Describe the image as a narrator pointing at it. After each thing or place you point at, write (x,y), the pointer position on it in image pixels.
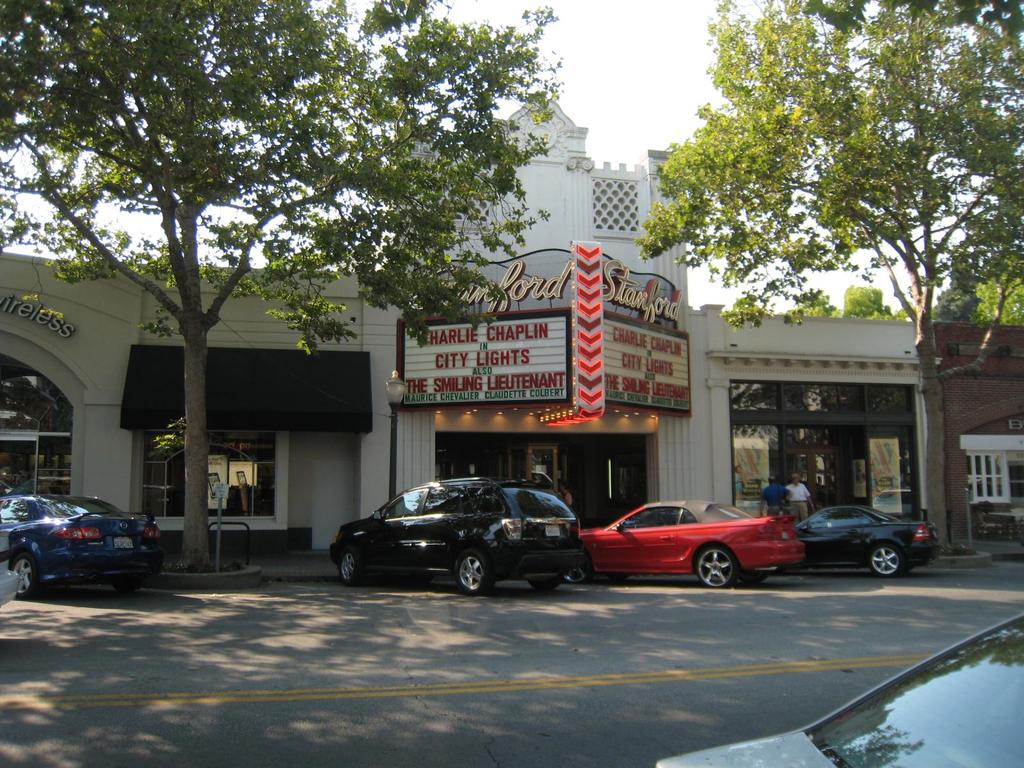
In this image I can see there are cars (722,525) that are parked on the road (671,599), in the middle (407,461) it looks like a store (705,382) and there are trees (428,278) on either side. At the top (654,69) it is the sky (648,73).
